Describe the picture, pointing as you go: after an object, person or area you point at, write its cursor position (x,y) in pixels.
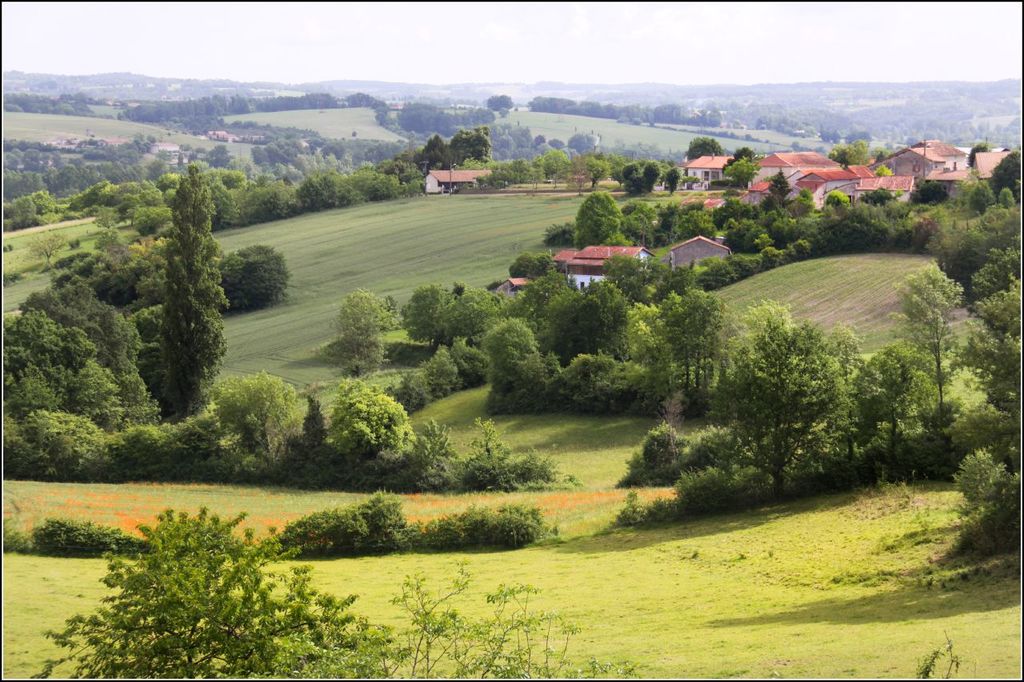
In this image we can see trees (750,380). On the ground (326,277) there is grass (601,586). In the back (639,251) there are buildings (717,162). In the background (618,51) there is sky (790,51).
